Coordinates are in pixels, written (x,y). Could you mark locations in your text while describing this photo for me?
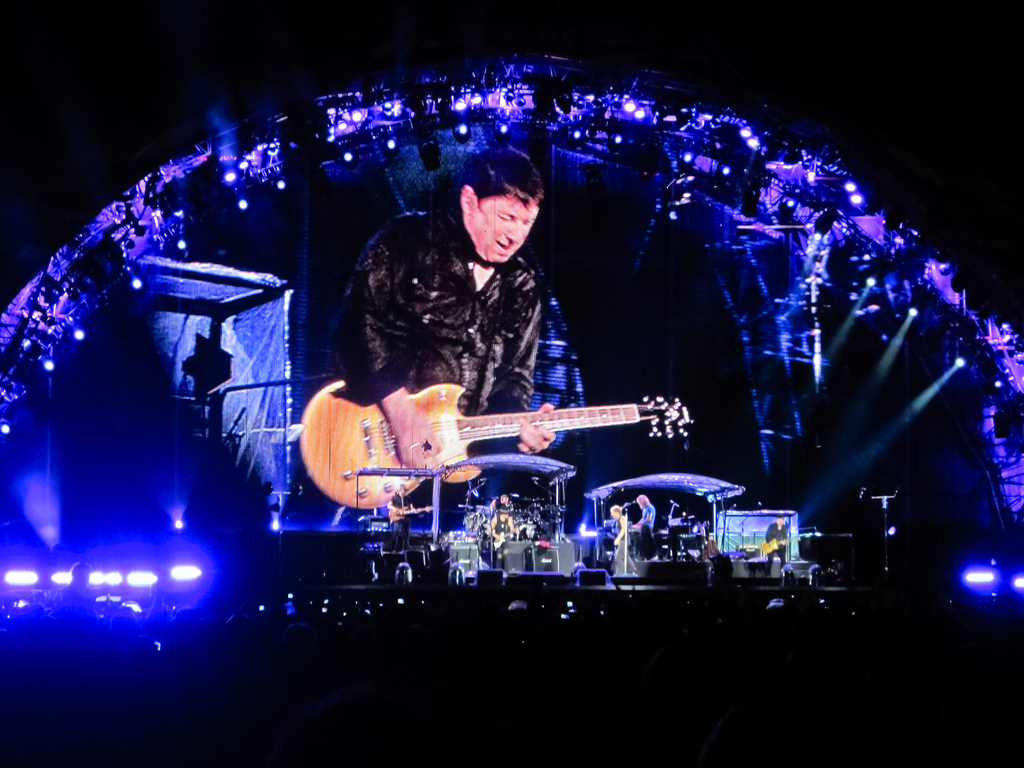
In the foreground of this image (564,634), there is the dark bottom (548,716) with few lights (67,577). In the middle (405,494), there are persons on the stage (470,520) holding musical instruments (665,532), a screen (525,294), few purple lights (942,297) and the dark background (100,91).
